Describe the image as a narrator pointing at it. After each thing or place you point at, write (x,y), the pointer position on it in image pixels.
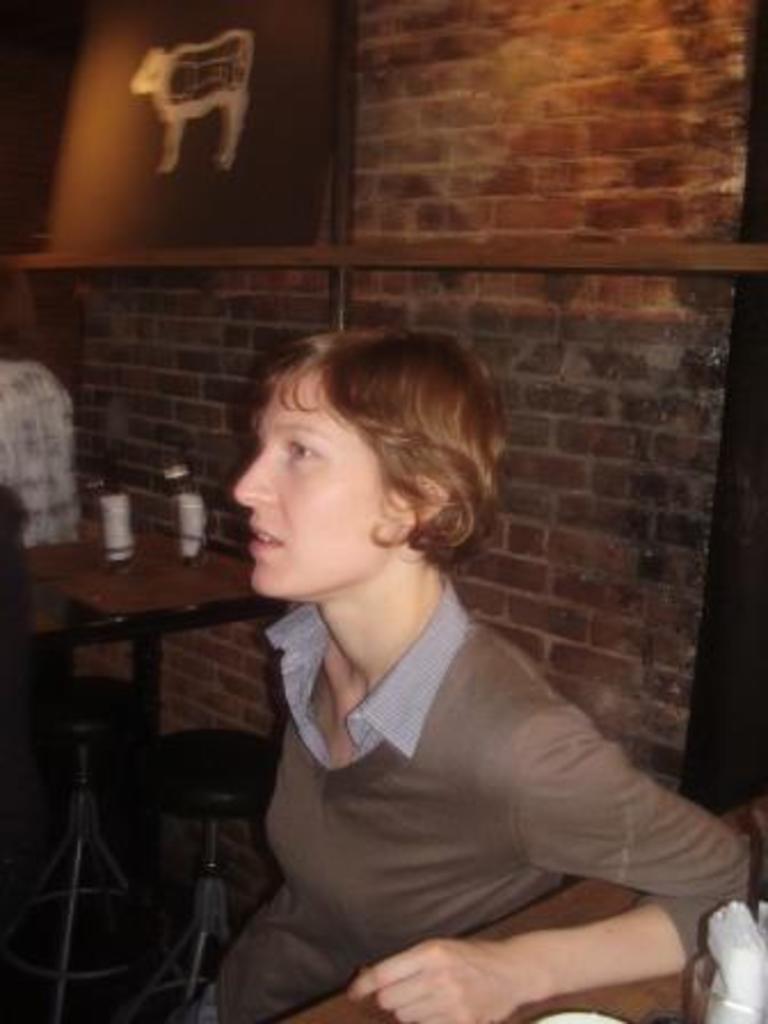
In this image I can see a woman (332,774), few stools (159,761), few tables (340,992), a board (248,226) on wall (555,153) and on these tables (85,551) I can see few stuffs (612,1023). I can also see this image is little bit blurry.
